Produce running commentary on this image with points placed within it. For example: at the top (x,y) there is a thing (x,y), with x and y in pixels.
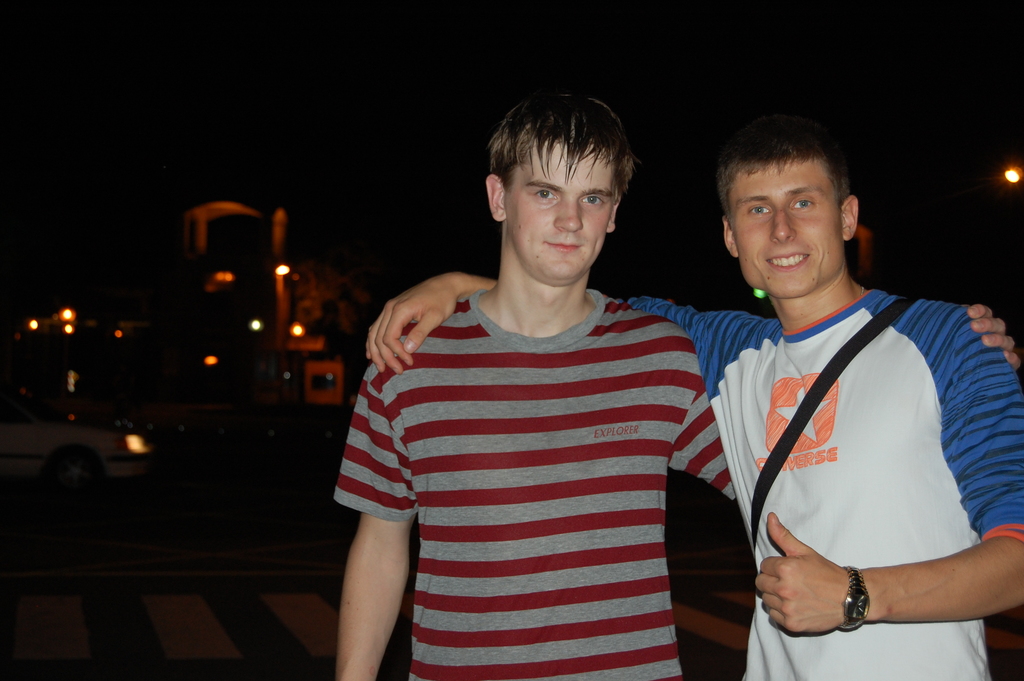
On the right side of the picture (874,467) there are two men (891,450) standing, they are smiling. The background (521,56) is dark. On the left (63,436) there is a car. In the background (240,340) there are lights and building (223,325). The background (125,340) is dark.
